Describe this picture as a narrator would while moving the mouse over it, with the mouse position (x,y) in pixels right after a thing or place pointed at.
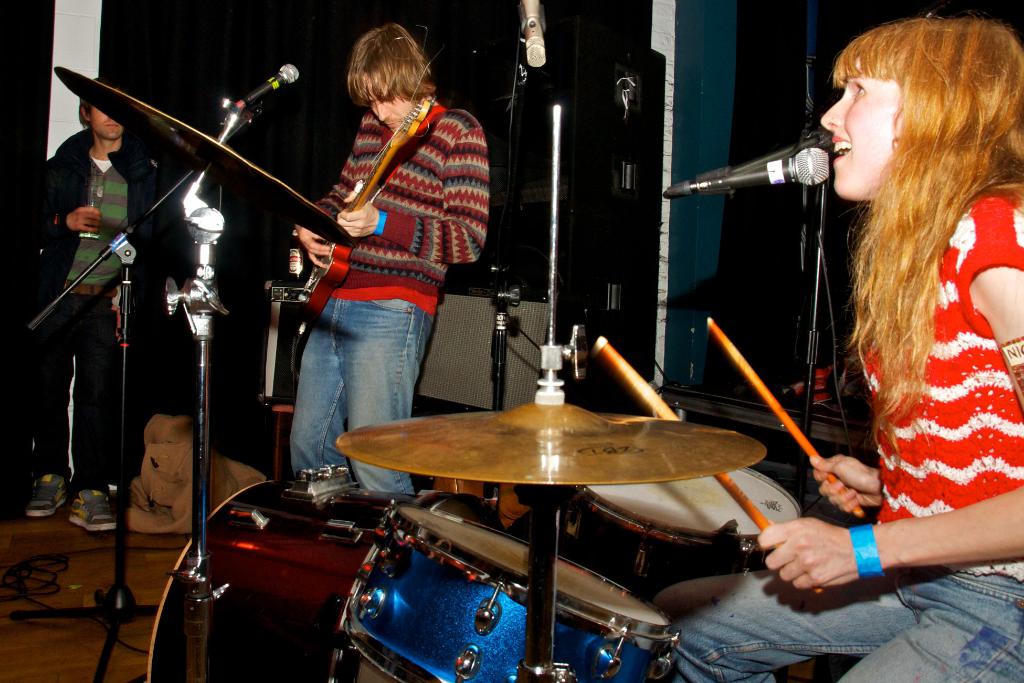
In this picture I can see a man (444,232) and a woman (962,392) playing musical instruments (586,670) and I can see microphones (712,187) to the stands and a man (77,181) standing in the back (116,216). it looks like a soft toy (178,496) on the floor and I can see dark background (340,20).
